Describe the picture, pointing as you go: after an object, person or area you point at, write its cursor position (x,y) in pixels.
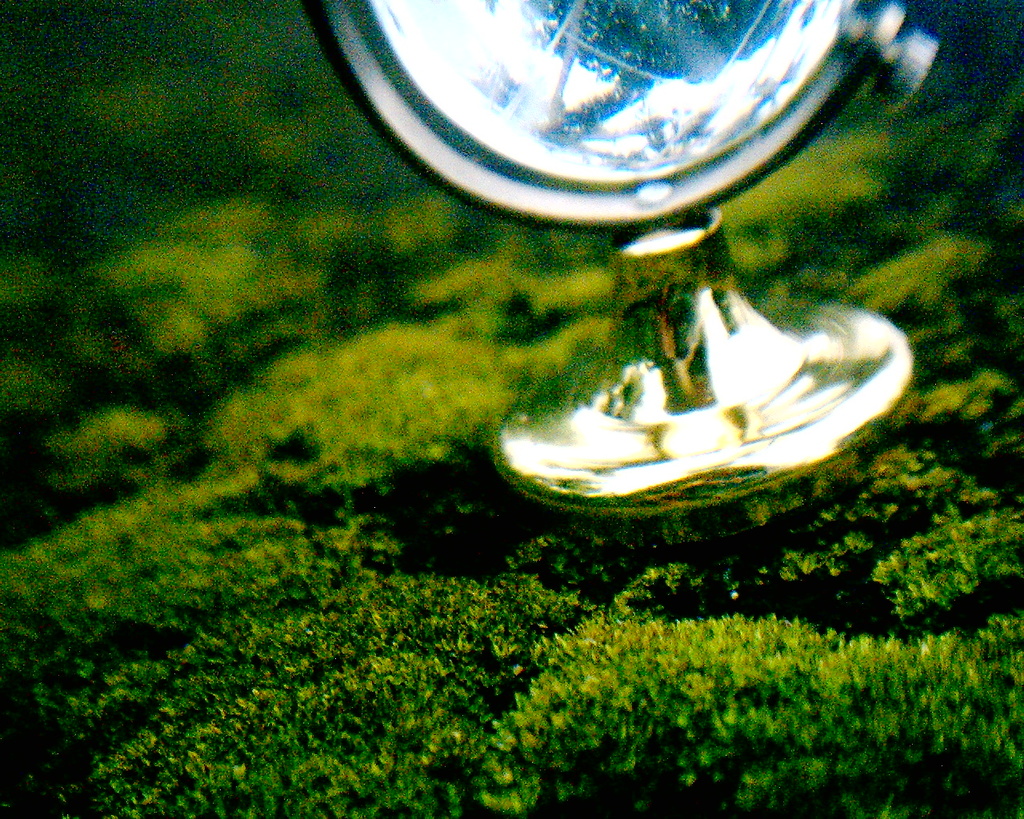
In this image I can see a some metal object (626,379) and something in green color.
